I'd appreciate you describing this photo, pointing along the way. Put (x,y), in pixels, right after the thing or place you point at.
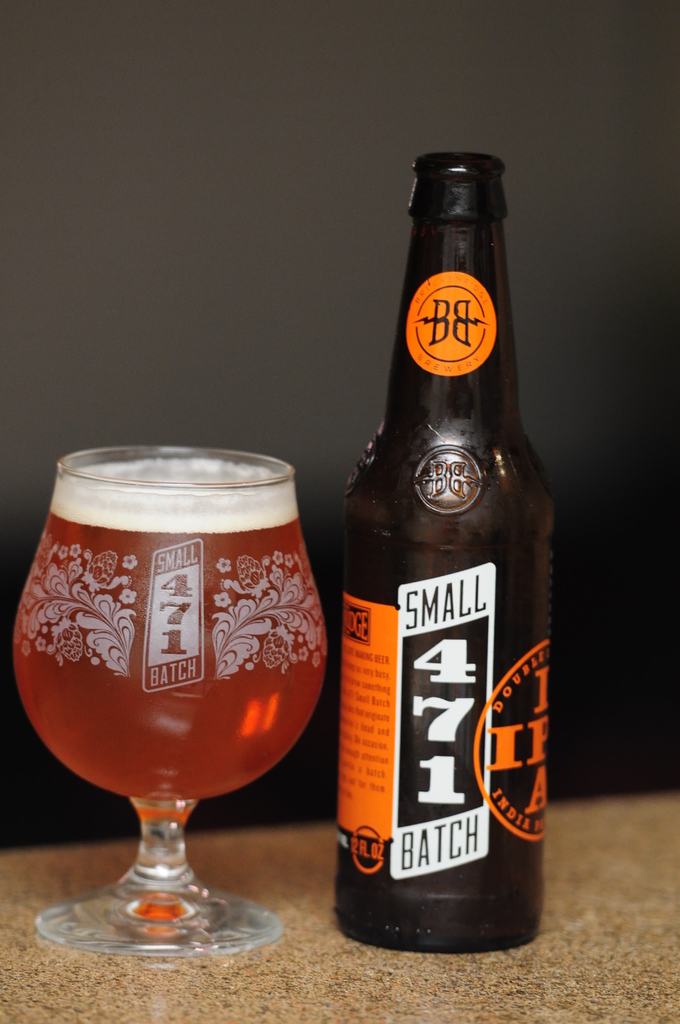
In this picture, we can see a bottle (433,603), and a glass (147,672) with some liquid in glass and are kept on an object (571,970), and we can see the wall (378,209).
